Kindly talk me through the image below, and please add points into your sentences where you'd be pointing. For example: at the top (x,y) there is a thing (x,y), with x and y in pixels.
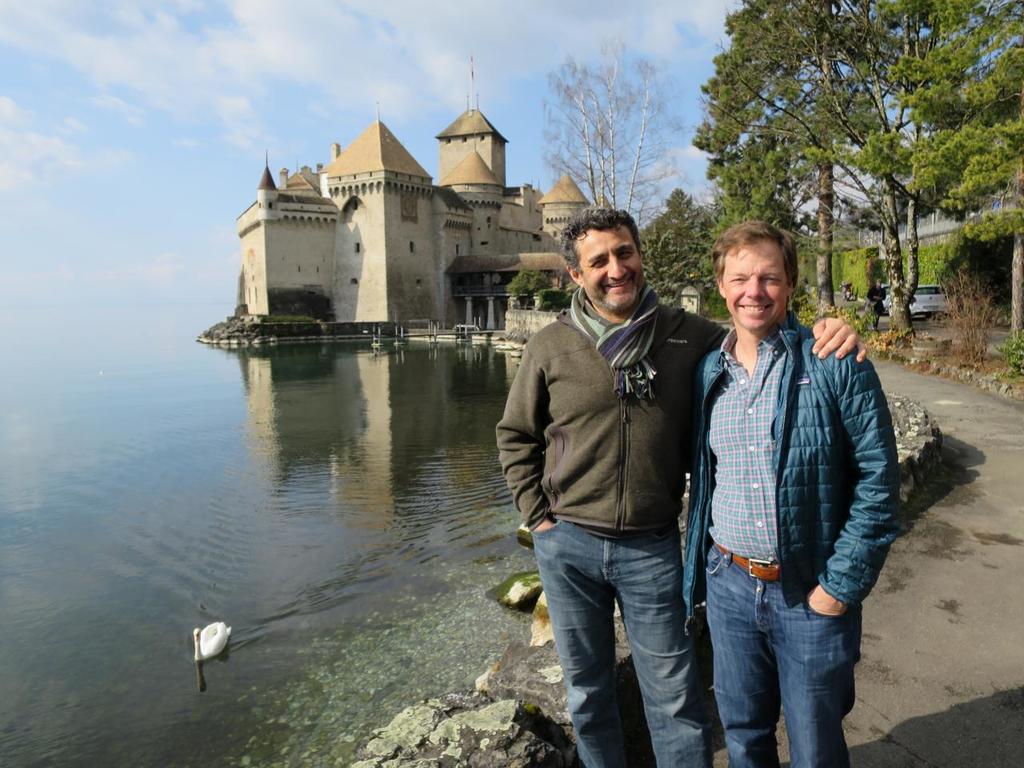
On the right side (847,464) 2 men (756,470) are standing and also smiling, they wore coats (793,490), trousers (841,647). On the left side (226,614) a swan (220,632) is swimming in the water (247,458), in the middle (367,269) it is a fort (359,226). Behind them there are trees (894,228).
